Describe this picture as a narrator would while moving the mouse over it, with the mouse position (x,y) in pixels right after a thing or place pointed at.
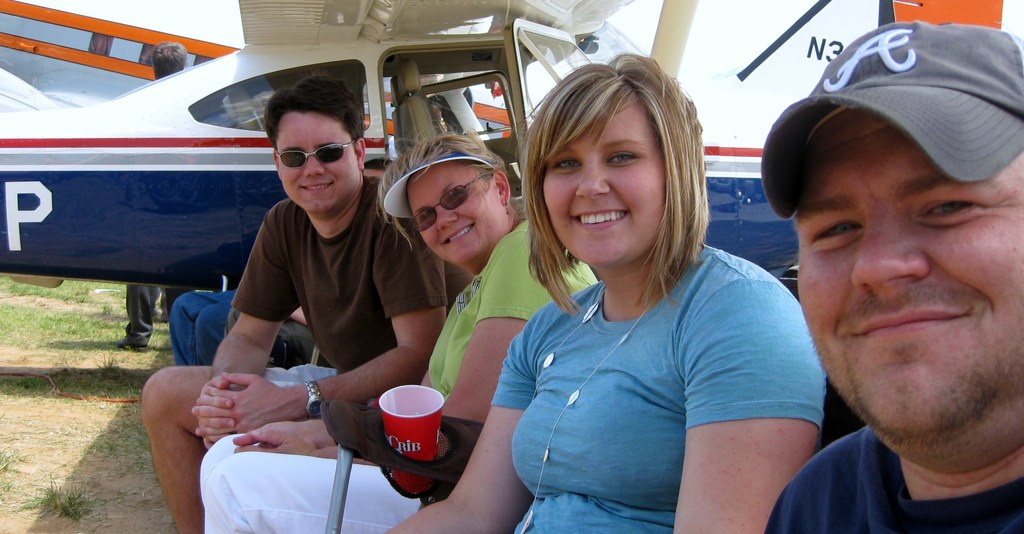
In this image there are group of people (611,233) sitting on the chairs (383,467) and smiling, beside them there is an airplane (218,239) and also there is a glass (383,410) in the chair (339,520).
